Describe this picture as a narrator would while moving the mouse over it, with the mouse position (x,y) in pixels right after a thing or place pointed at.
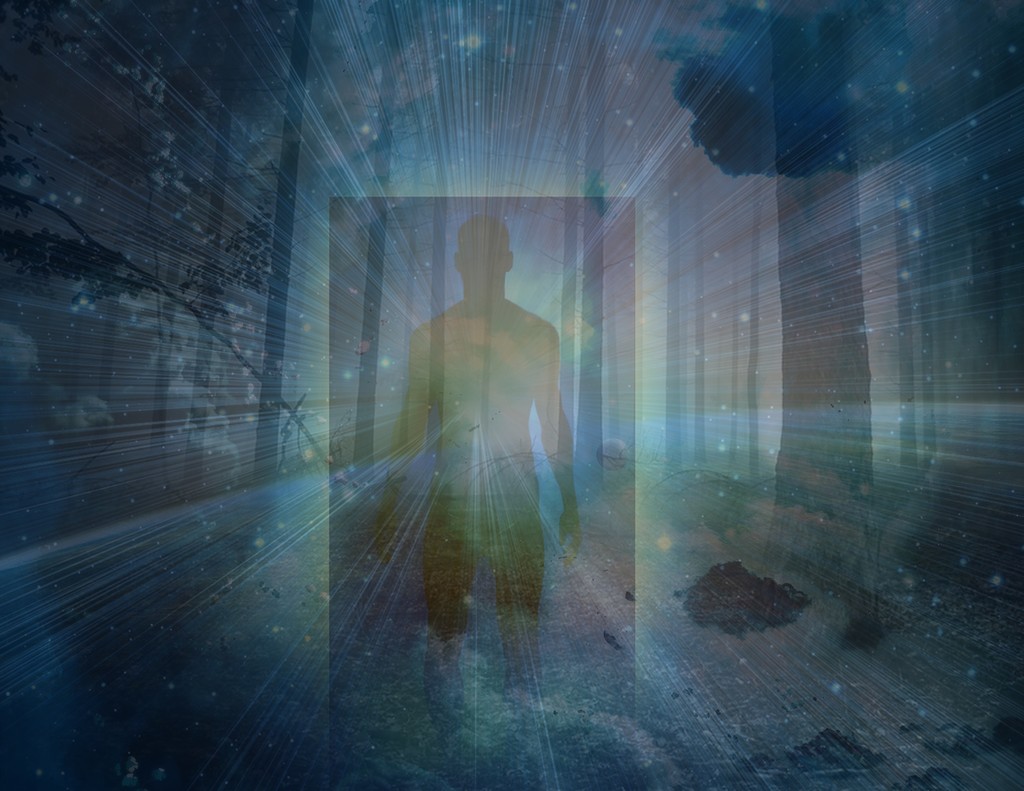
In this picture we can see a person (395,494) and rays (399,330).
